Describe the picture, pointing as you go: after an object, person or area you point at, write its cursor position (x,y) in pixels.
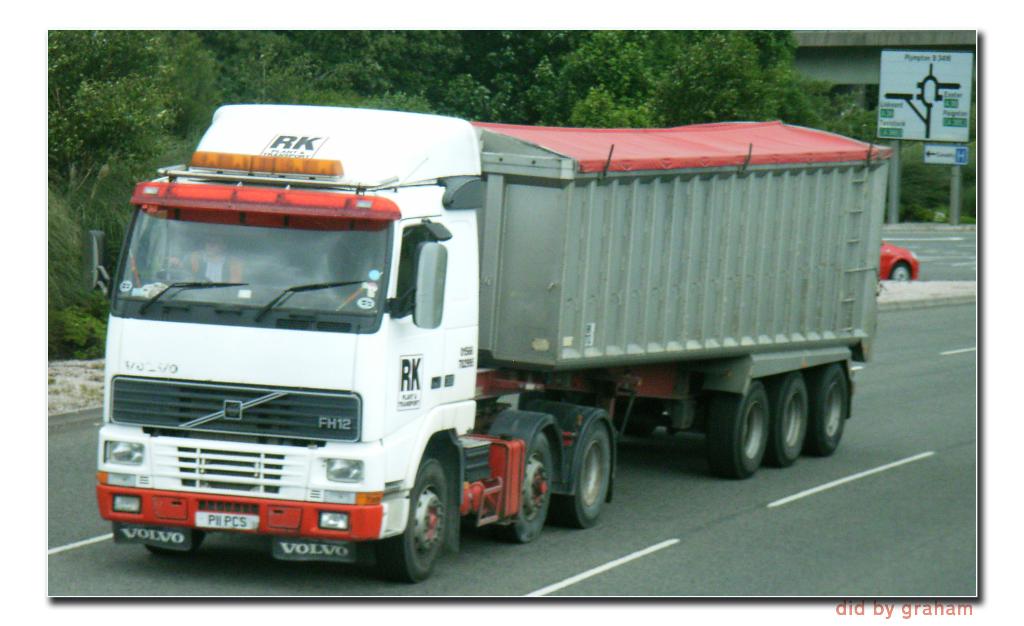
This is an edited picture. In this image, we can see a person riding a truck (437,366) on the road (618,465). In the background (896,261), we can see vehicle (896,261), road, trees (65,76), plants (844,124), boards (945,148), poles (891,219) and wall (849,72). In the bottom right corner (898,611), there is a watermark (883,606).
